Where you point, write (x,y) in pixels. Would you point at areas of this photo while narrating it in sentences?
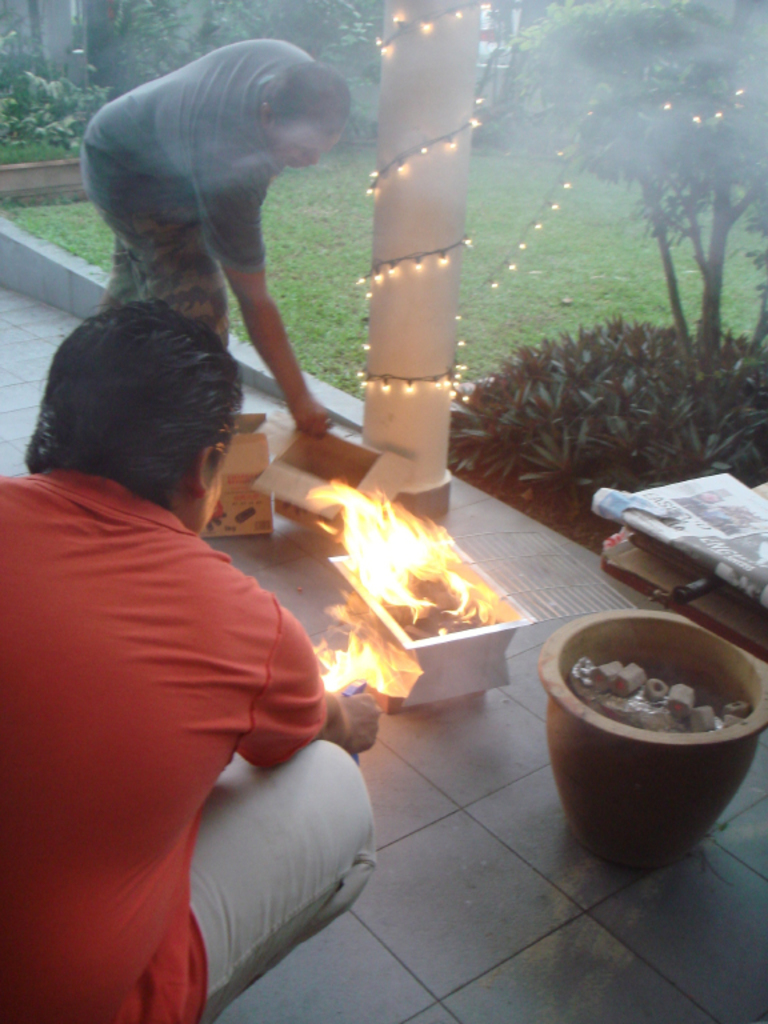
In this image I can see two people (117,256) one is sitting and the other is standing there are two paper cardboards (276,459) one person (199,333) is burning something and there is a pole (413,402) in the center of the image (405,364) with spiral lights (428,145) and there are plants (710,125) at the right bottom corner (648,691) there is an earthen pot (626,641) with some objects (634,680).
